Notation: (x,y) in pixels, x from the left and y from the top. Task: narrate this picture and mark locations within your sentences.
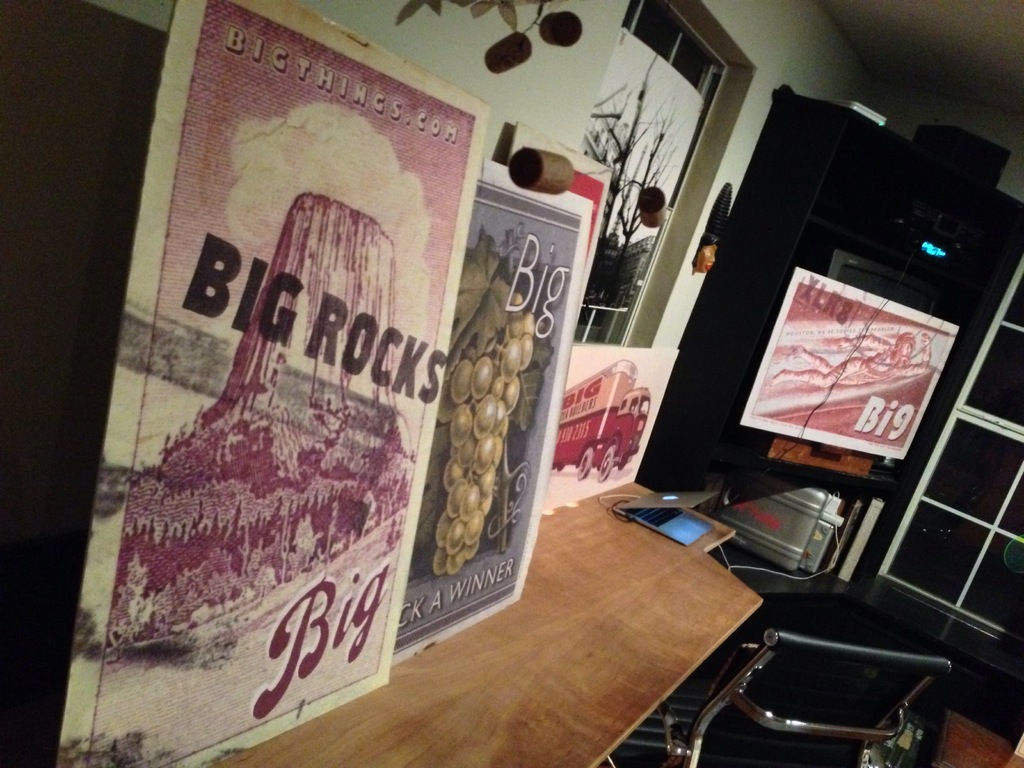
In this image we can see boards (365,201) and a laptop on a wooden board (511,632), chair (887,676) on the floor (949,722). We can see a board (824,372), objects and TV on the racks (876,609). There are pictures (638,141) on the wall (574,53), board (645,148) at the window (645,148) and objects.
